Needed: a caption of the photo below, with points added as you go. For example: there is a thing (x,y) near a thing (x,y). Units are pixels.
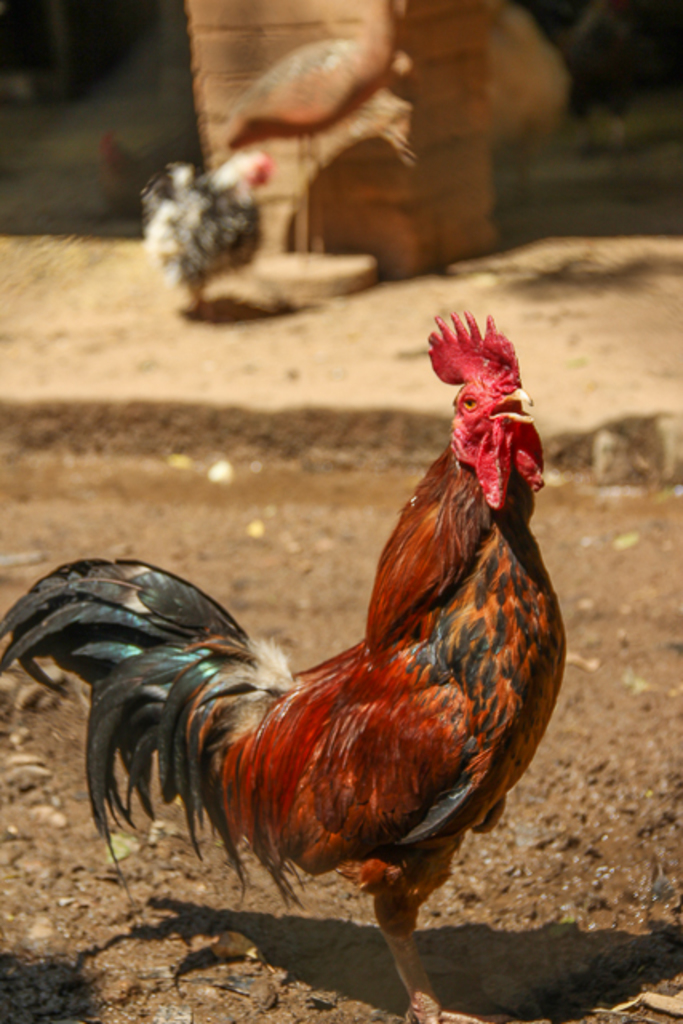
Here we can see a rooster (493,652). Background it is blurry and we can see hens (284,108).
